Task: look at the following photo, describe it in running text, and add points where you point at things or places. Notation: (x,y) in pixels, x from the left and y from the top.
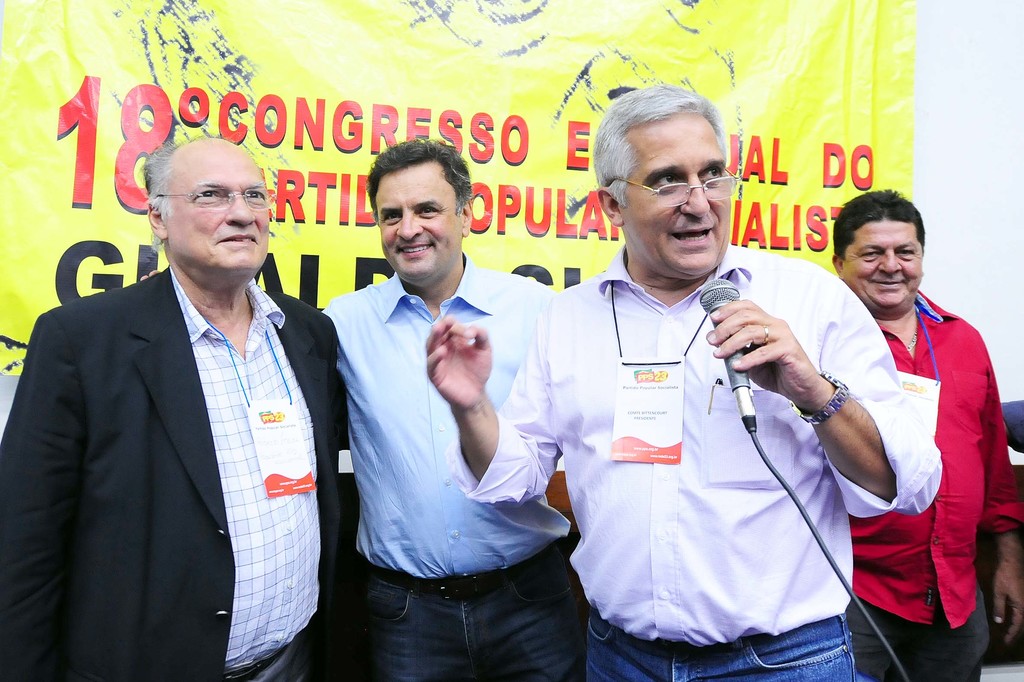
In the picture we can see some men (671,535) are standing and one man (910,453) is talking into the microphone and holding it with a hand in the background (98,137), we can see a curtain (89,128) which is yellow in color and written on it 18 degree congresso.
